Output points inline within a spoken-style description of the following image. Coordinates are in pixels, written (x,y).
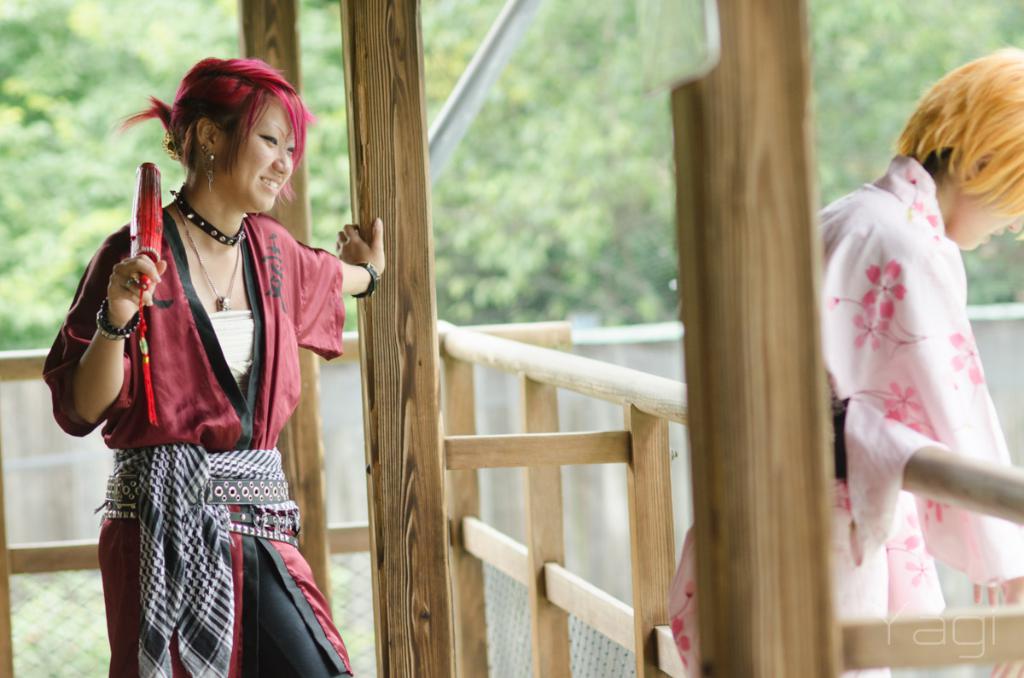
In this image I can see two people (143,424) with different color dresses (268,557). In-between these people (298,324) I can see the wooden fence (570,444) and the poles (306,220). In the background (24,76) I can see many trees (15,192).
